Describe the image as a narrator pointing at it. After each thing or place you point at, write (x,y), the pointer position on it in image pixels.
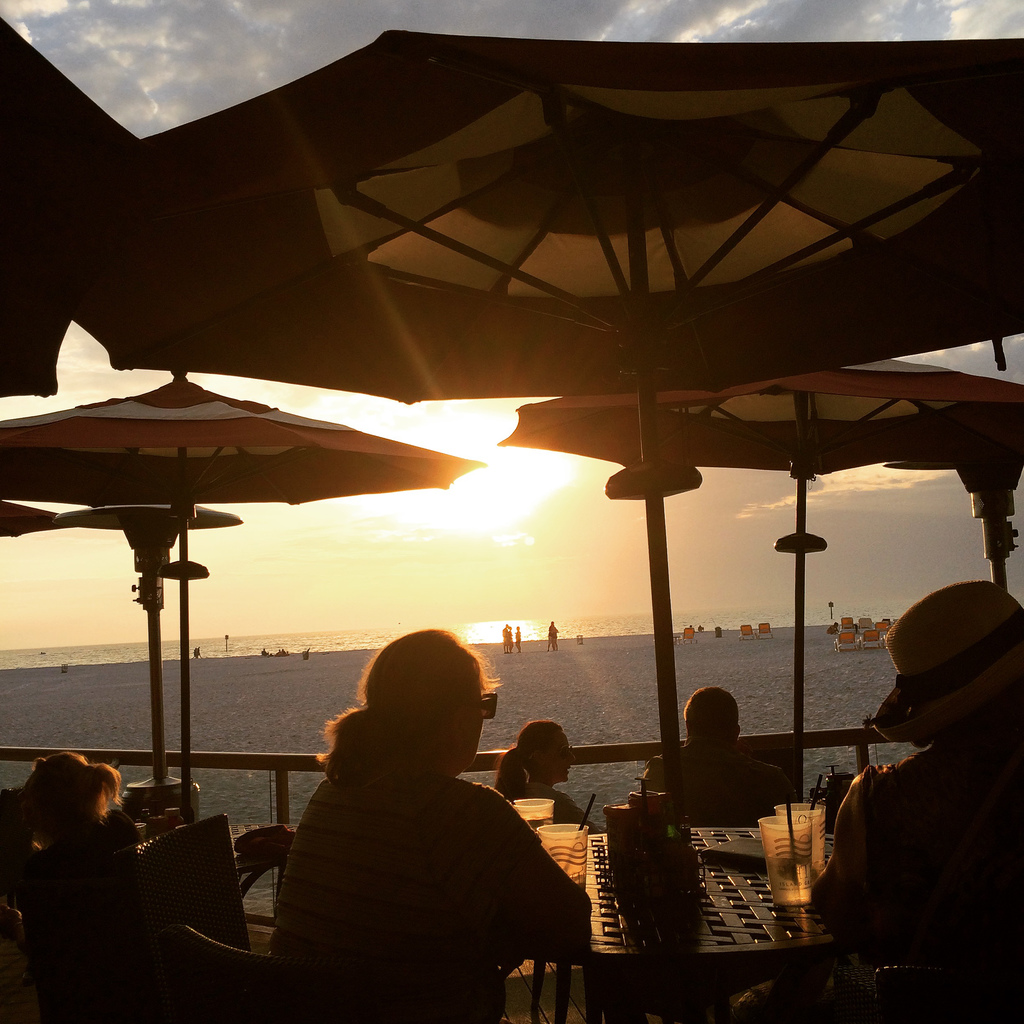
In the foreground of the picture (521,892) there are people (327,891), table (666,890), chairs (166,847), glasses (539,814), umbrellas (114,330) and railing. In the center of the picture (552,671) there are people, sand (597,652) and other objects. In the background (263,635) there is a water body (238,639). At the top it is sun (529,458).
